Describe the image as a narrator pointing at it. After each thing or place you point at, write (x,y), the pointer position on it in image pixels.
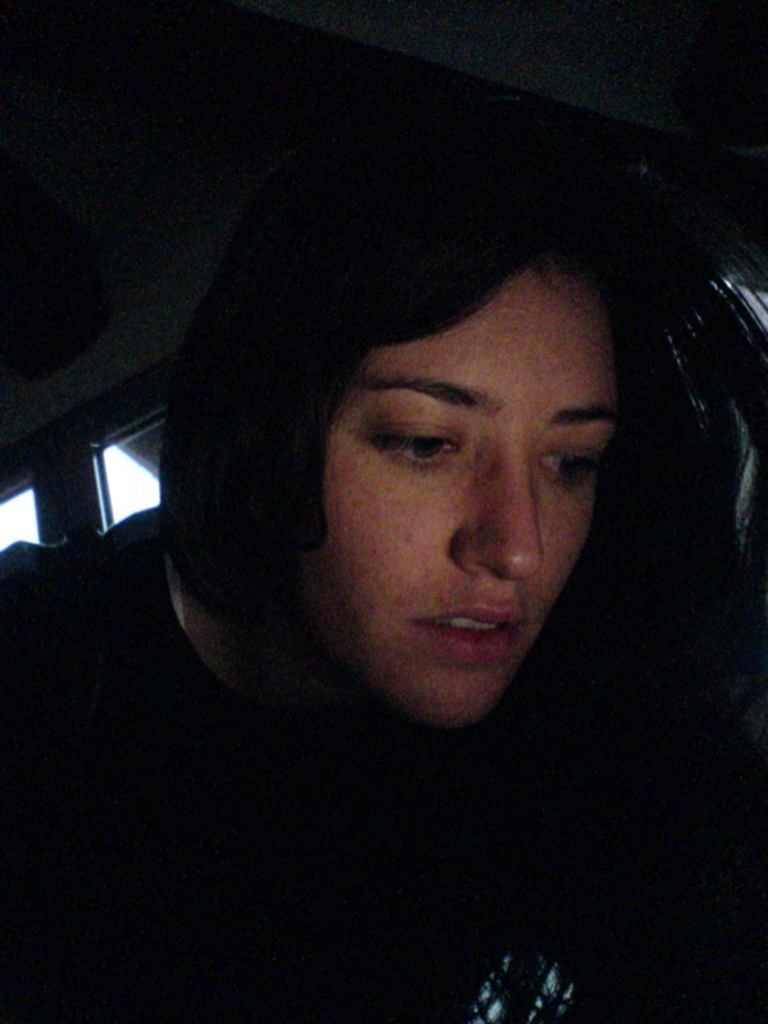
In this image we can see a lady (433,404), behind her there is a window (144,463) and the wall (171,243).
